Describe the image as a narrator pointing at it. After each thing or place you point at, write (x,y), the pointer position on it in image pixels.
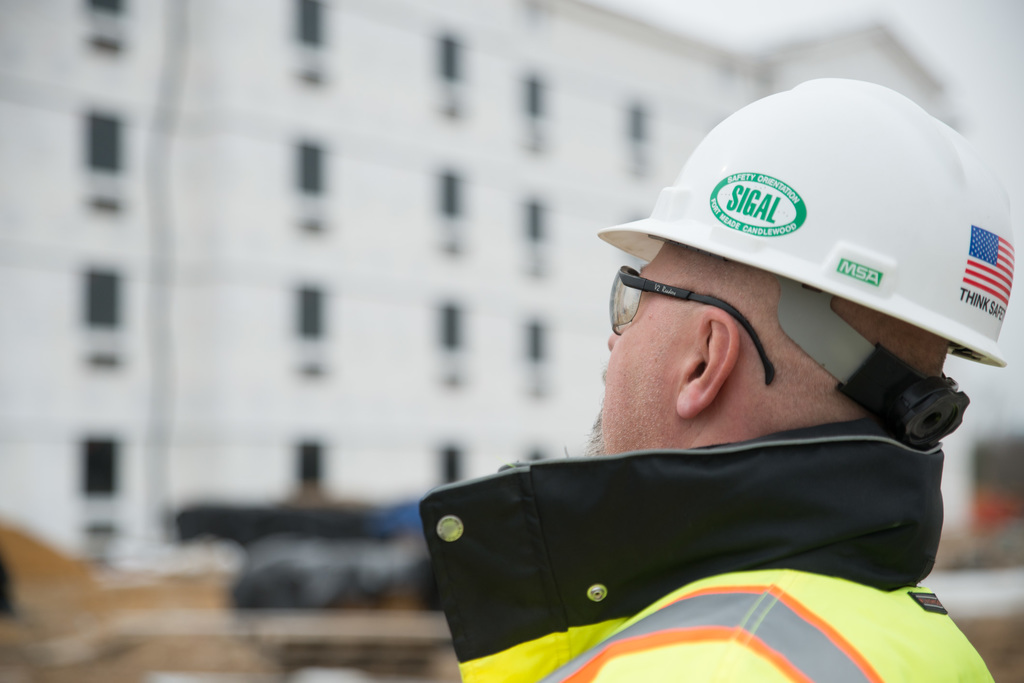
In this image we can see a man (779,403) wearing the glasses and also the helmet (919,245) and the background (455,84) is blurred with a building (530,121).
